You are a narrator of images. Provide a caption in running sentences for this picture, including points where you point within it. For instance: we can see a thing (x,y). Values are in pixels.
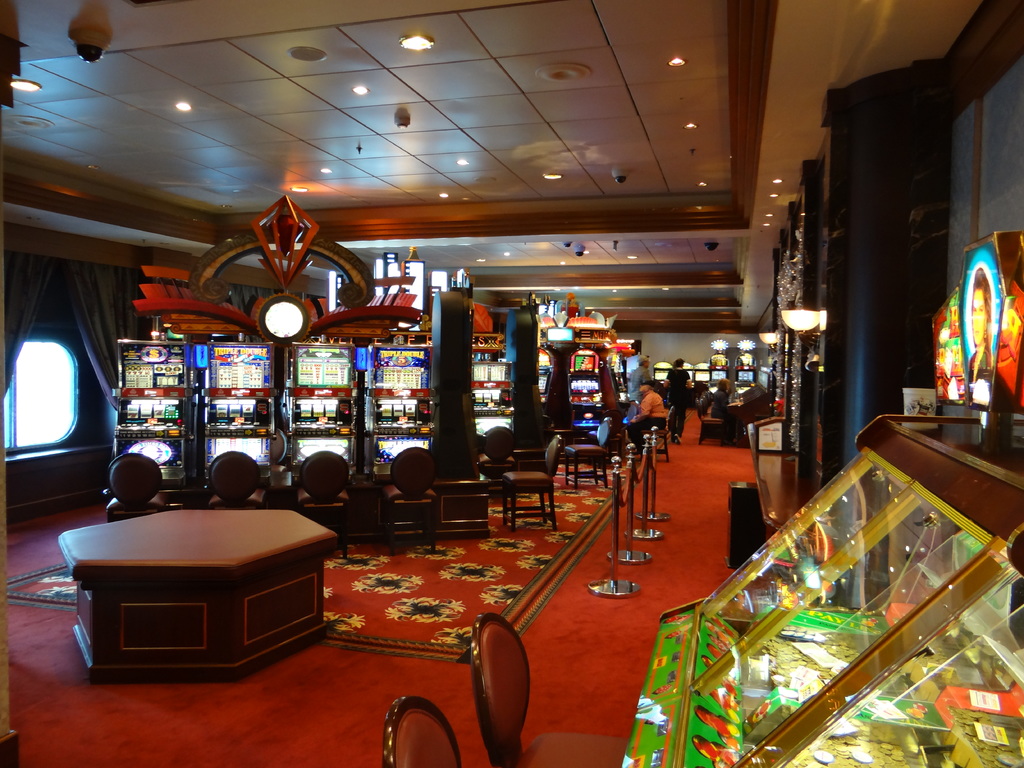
In this image we can see tables (291,517), chairs (132,501), it looks like slot machines (370,420) and other objects (417,297). In the background of the image (814,311) there are lights (747,343), persons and other objects (531,320). On the left side of the image (36,495) there is a wall (54,321), glass window (37,378), curtains (31,269) and other objects (180,381). On the right side of the image (1008,344) it looks like a game machine (756,652), chairs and other objects (912,369). At the bottom of the image (349,684) there is the floor (359,714). At the top of the image (437,114) there is the ceiling (568,85), lights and other objects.
